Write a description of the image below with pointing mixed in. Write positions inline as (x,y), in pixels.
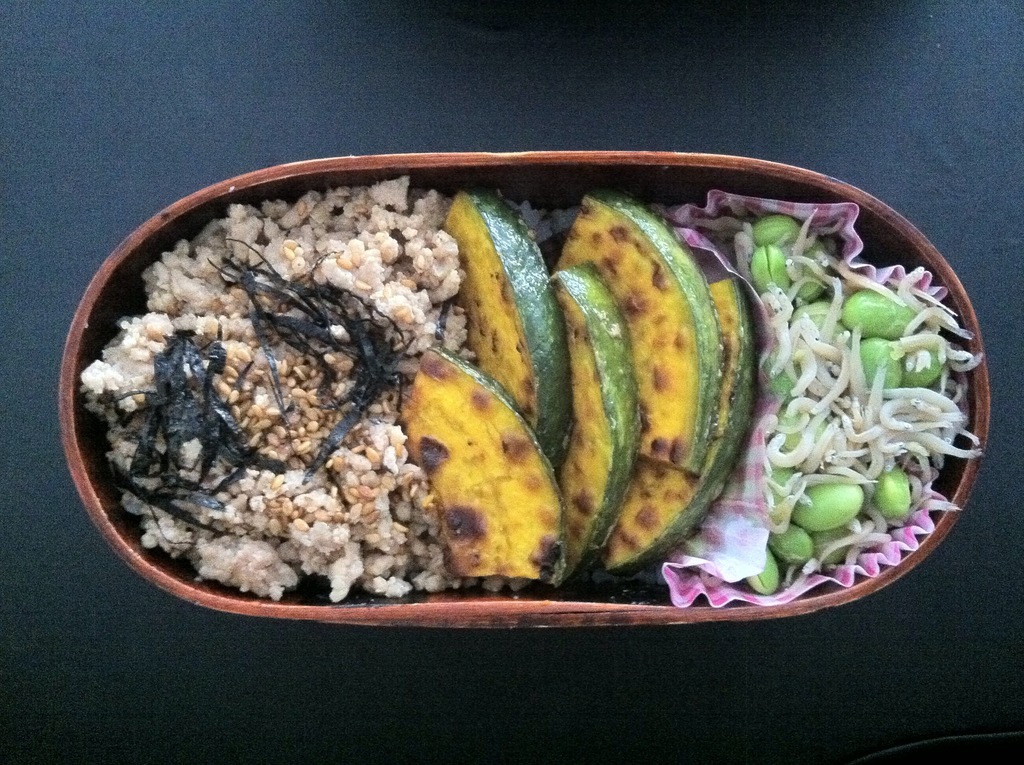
There are food items (449,280) kept in the container (216,190) as we can see in the middle of this image (558,312) and this container (514,158) is kept on a surface (435,122) which is in the background (496,91).
